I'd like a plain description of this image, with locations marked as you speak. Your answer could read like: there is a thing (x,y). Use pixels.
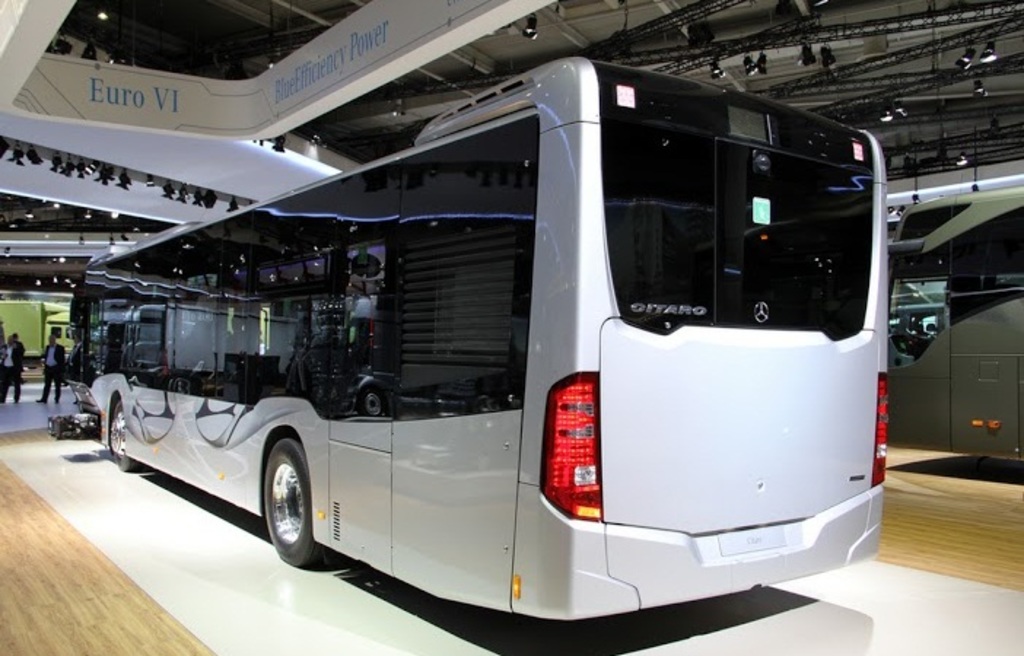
Here in this picture we can see a couple of buses (353,286) present on the floor (470,617) and in front of those we can see people (57,362) standing and walking on the floor (52,408) and above them we can see a shed (522,54) present and we can see iron frames (420,119) covered all over there and we can see lights (92,174) present on the frame (986,4).
